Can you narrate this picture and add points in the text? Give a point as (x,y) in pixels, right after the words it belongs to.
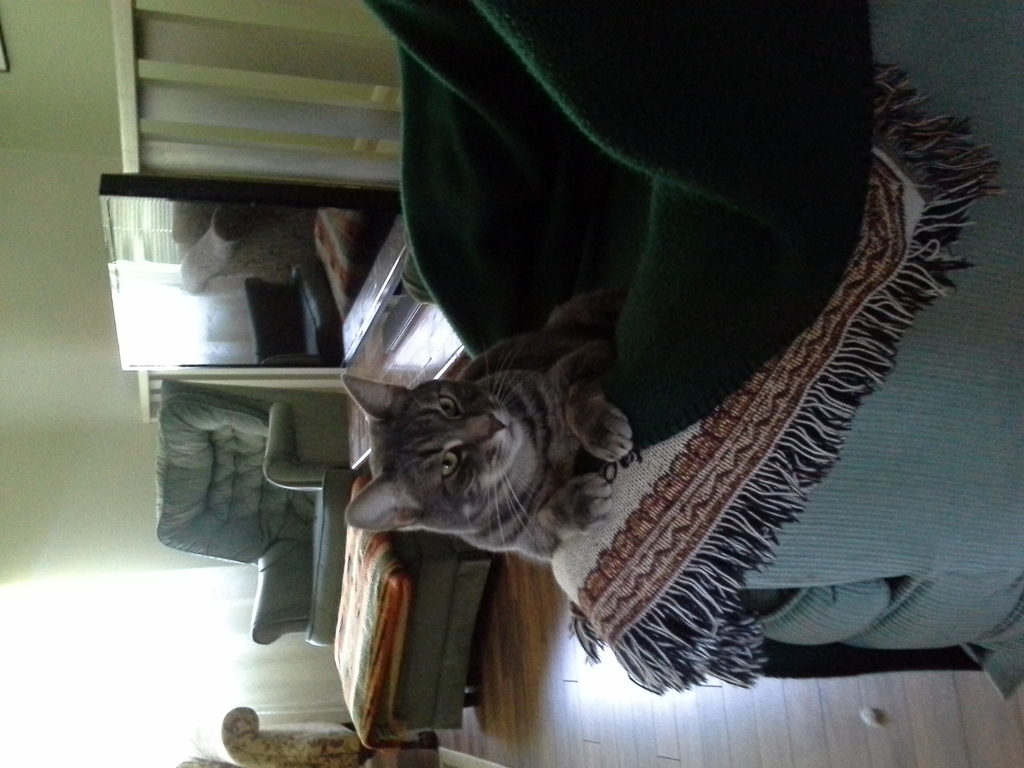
In the image I can see a cat (527,524) on the bed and to the side there is a screen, sofas (336,561) and table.
